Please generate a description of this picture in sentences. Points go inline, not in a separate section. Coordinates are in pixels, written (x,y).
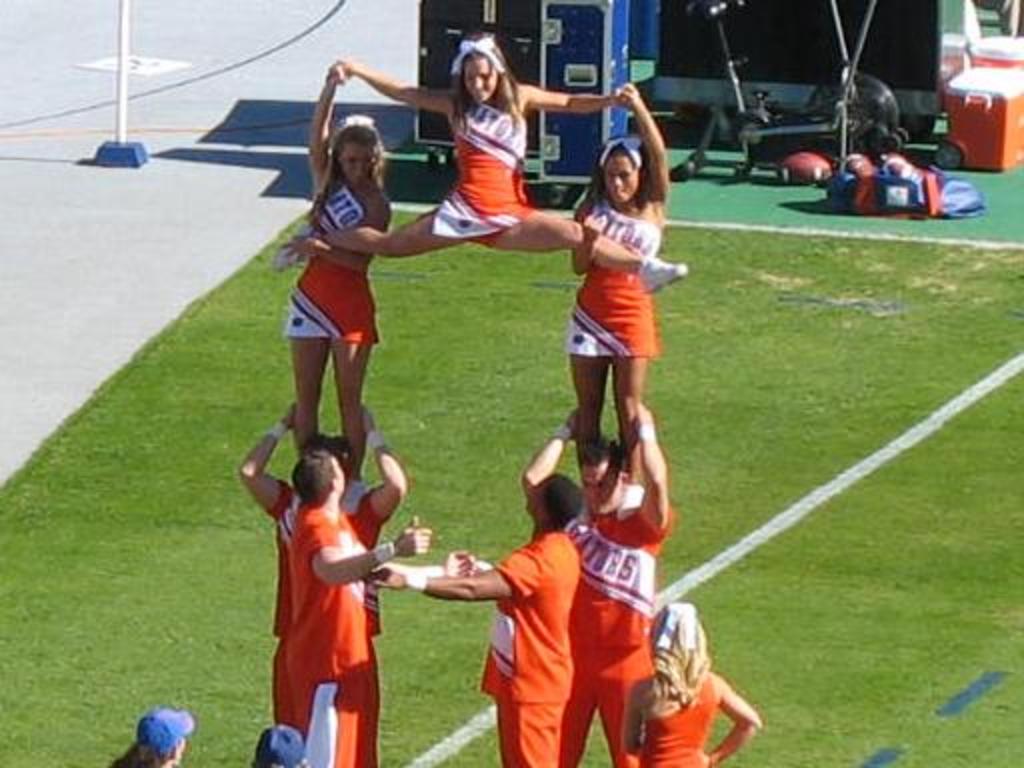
In this picture we can see caps (146,726) and some people (318,559) on the grass (159,484) and at the back of them we can see boxes (531,127), pole (121,33) and some objects (956,78) on the ground (134,84).
